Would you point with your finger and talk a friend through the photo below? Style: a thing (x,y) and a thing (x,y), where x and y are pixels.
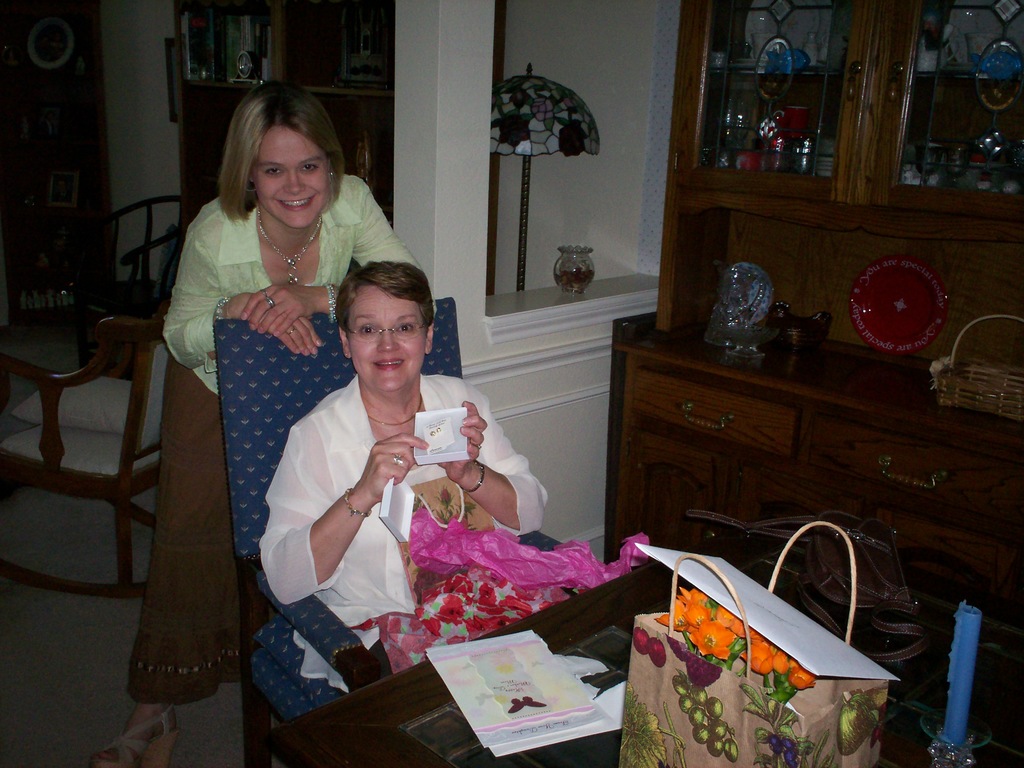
In this picture I can see there are two women (342,400), one of them is sitting in the chair (364,672) and the other is standing behind her. They are smiling, the woman (369,594) who is sitting is holding a box (461,424), there are a few covers (536,556) with her. There is a table (1016,755) in front of her. I can see there are few papers (511,646), a candle (961,668) with a stand (930,714). There is a wooden shelf (812,280) at right side (827,330), there is crockery (865,334) arranged. In the backdrop (153,409), I can see there are a few chairs (141,413) and a lamp (541,125).
